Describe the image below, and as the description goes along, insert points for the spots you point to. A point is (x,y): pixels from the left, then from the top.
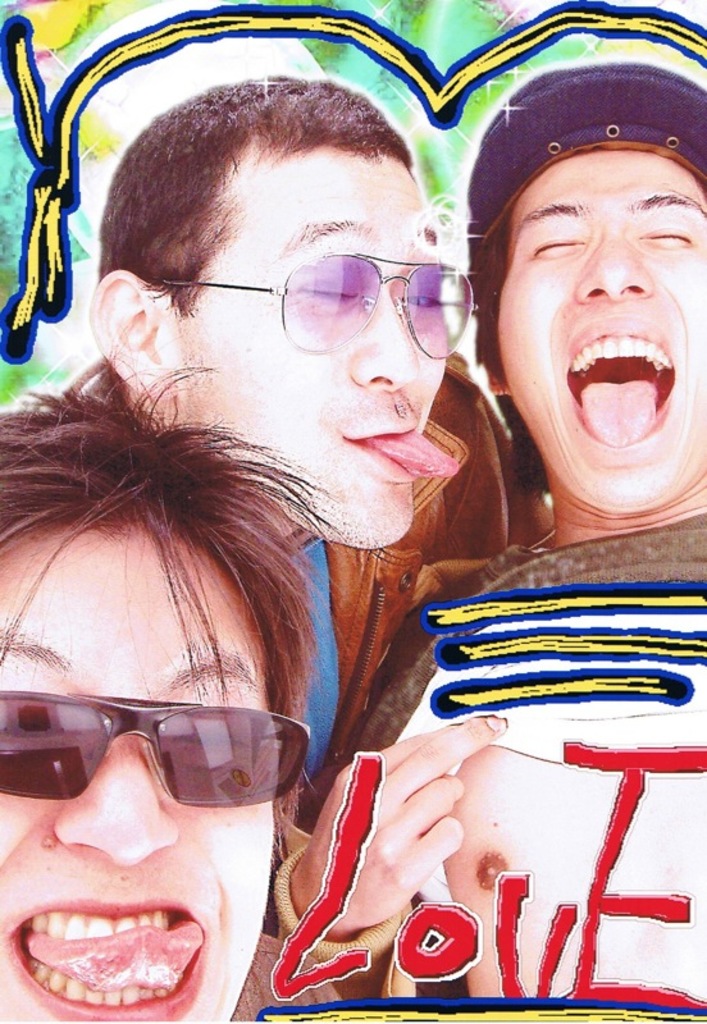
In this edited image there are three men (274,479). The men (82,504) to the left (102,626) are wearing sunglasses (63,740). They are smiling and putting their tongue (439,448) out of the mouth (109,997). At the bottom (433,938) there is text (448,942) on the image.
